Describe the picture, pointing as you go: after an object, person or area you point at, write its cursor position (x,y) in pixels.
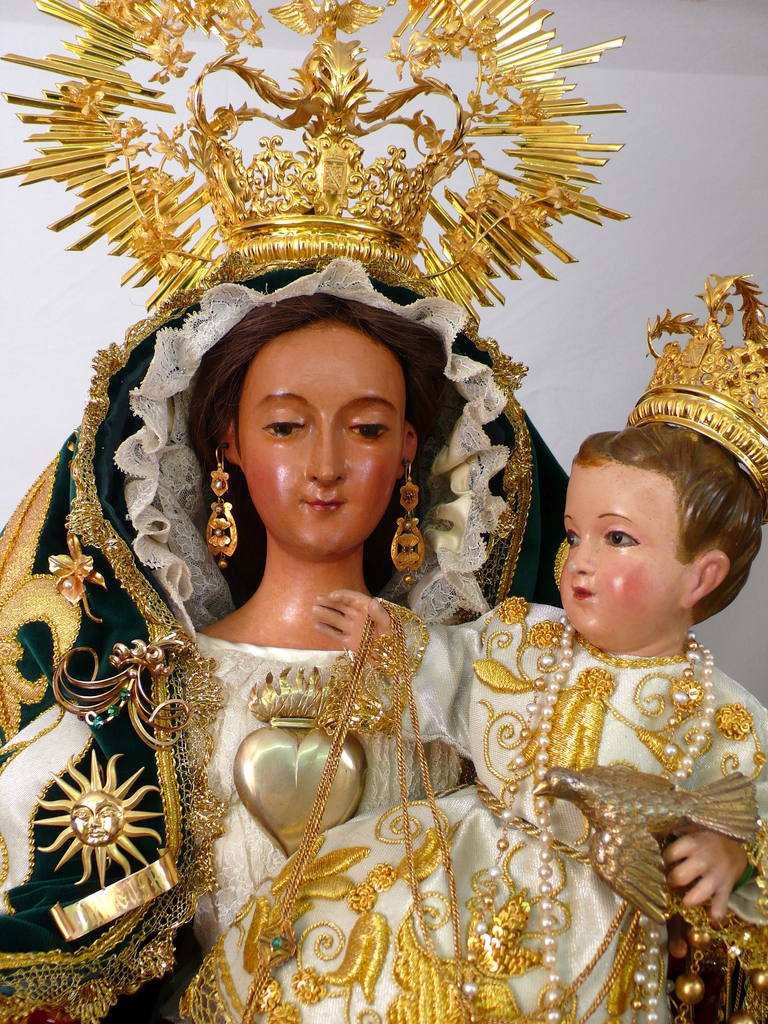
In this image we can see the statues (354,636) of a woman (138,453) and a child (542,772) wearing the crowns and jewelry (504,822). On the backside (613,356) we can see a wall (613,356).
